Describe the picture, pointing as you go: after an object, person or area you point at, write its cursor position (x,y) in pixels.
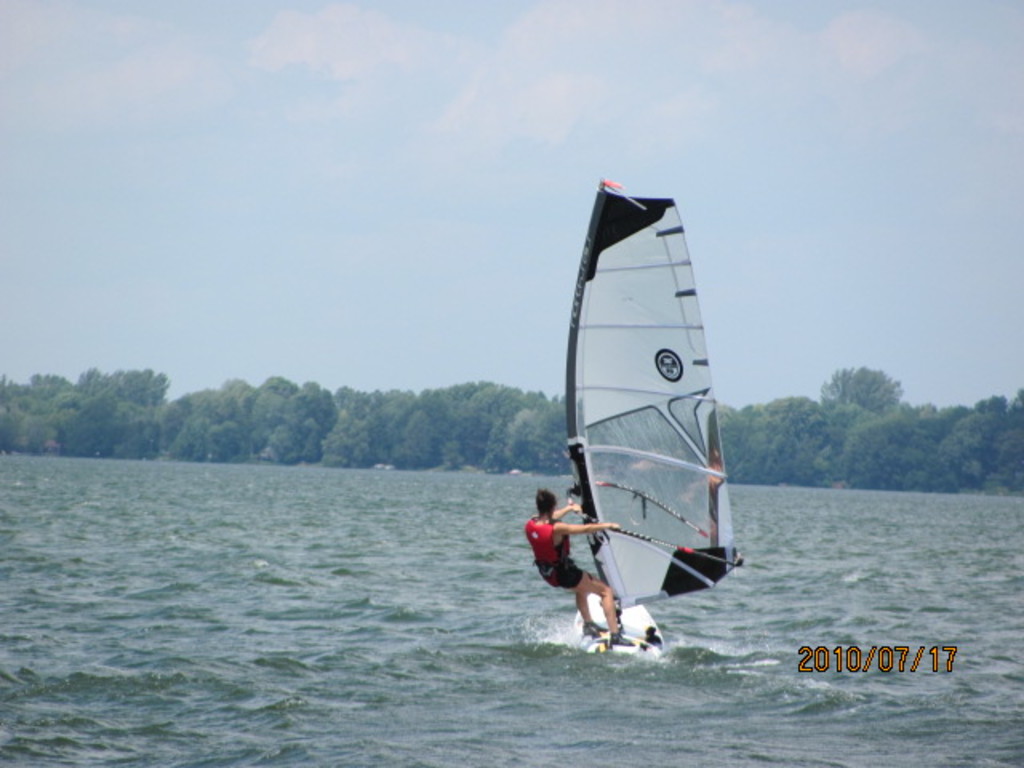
In this picture, we can see a man (570,564) is windsurfing on the water (572,600) and in front of the man (552,526) there are trees (351,411) and sky (515,198) and on the image there is a watermark (936,649).
